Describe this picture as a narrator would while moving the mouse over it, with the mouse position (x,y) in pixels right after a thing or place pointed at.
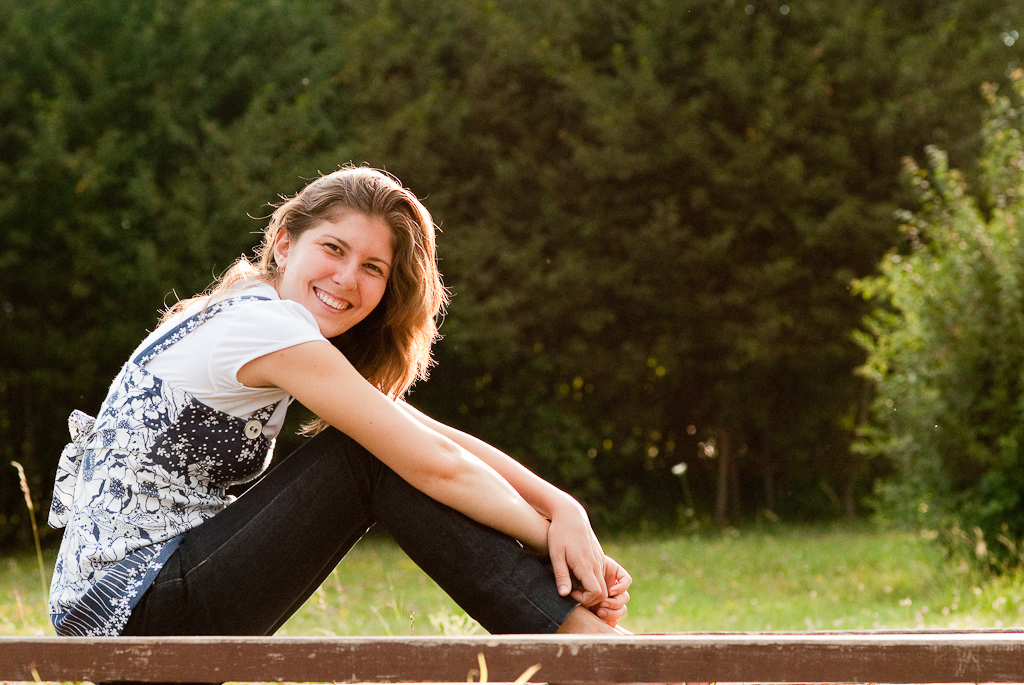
This is the woman (293,505) sitting and smiling. She wore a top (179,514) and trouser (483,565). This looks like a wood (691,667). Here is the grass (750,575). These are the trees (656,153) with branches (813,279) and leaves (818,261).
